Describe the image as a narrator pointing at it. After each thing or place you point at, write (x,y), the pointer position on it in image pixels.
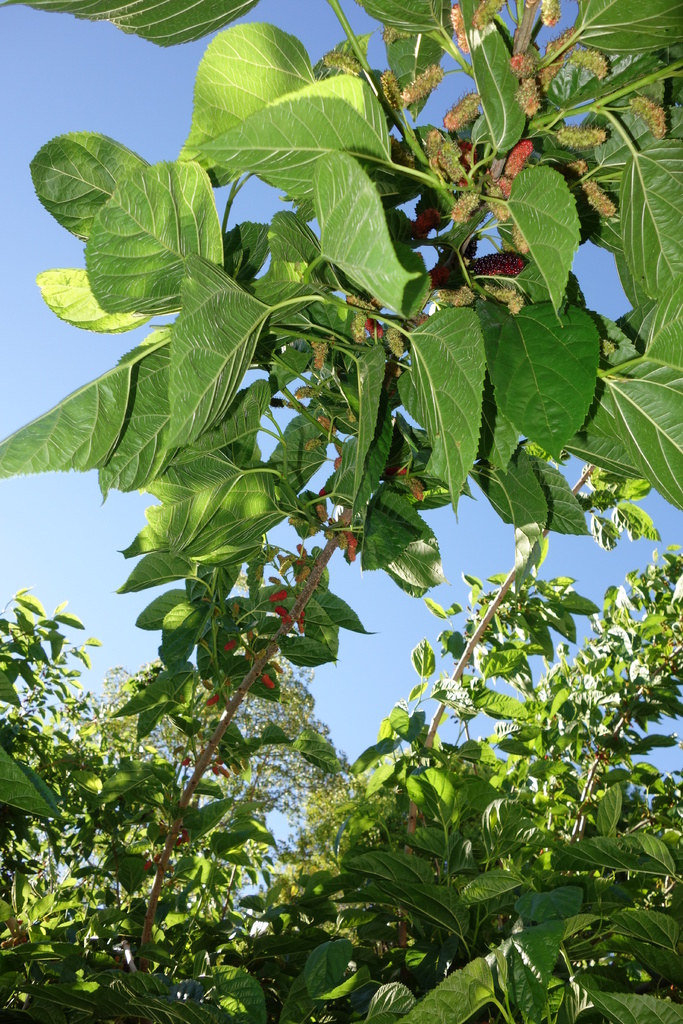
It is a zoomed in picture of plants (354,820). Sky (27,86) is also visible.
